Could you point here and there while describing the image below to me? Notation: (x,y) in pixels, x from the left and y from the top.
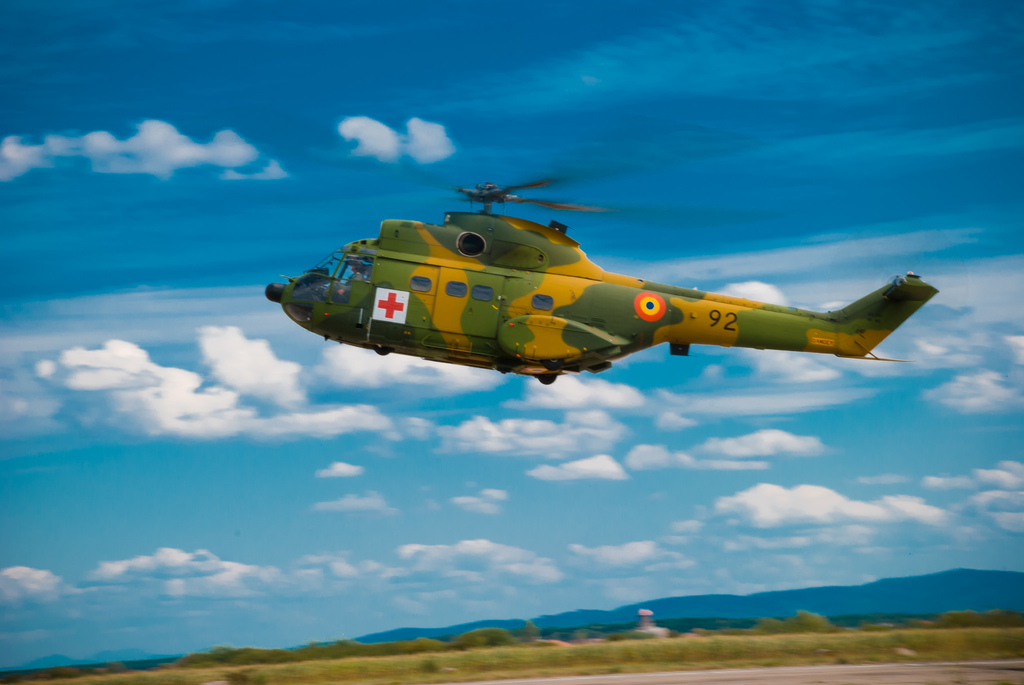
In this image I can see a camouflage colour helicopter (618,357) in the air. I can also see few logos (383,302) and something is written on this helicopter (522,310). In the background (76,417) I can see clouds (167,129) and the sky (196,517).
